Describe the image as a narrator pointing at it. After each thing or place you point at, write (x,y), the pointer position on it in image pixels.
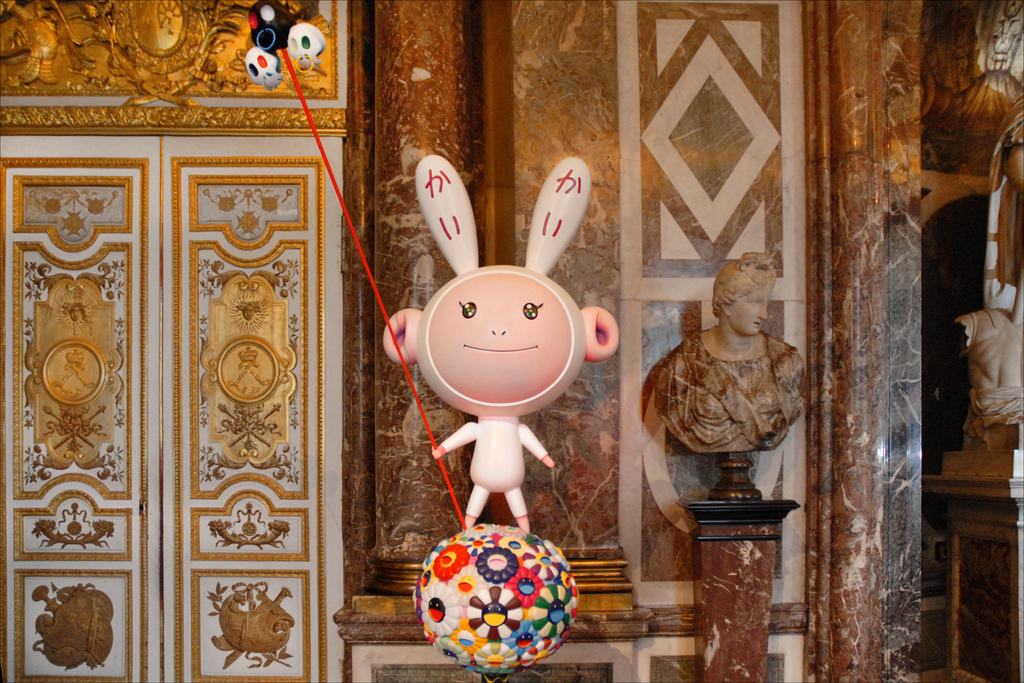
In this image, at the middle (520,400) we can see a toy (551,344) and there is a ball (518,605), at the left side (209,674) there are two doors (22,283), at the right side (741,389) there is a statue (704,389).
